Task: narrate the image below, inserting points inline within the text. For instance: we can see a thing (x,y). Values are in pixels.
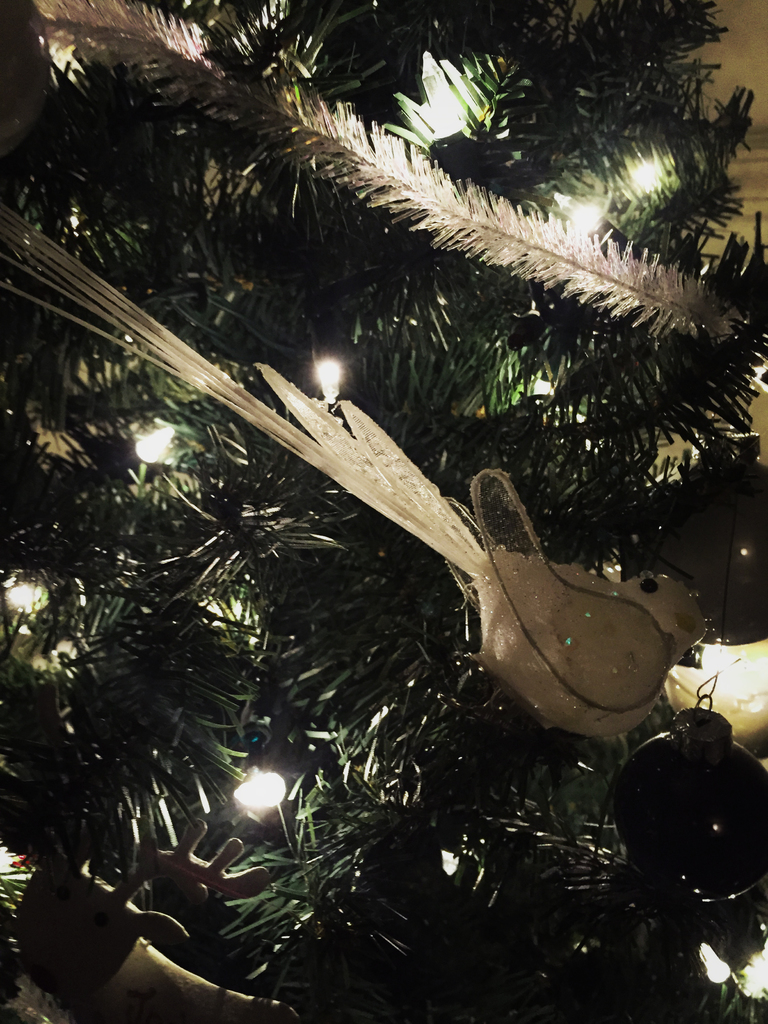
In this picture, we can see a plant (460,605) with few lights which are decorated to it.
